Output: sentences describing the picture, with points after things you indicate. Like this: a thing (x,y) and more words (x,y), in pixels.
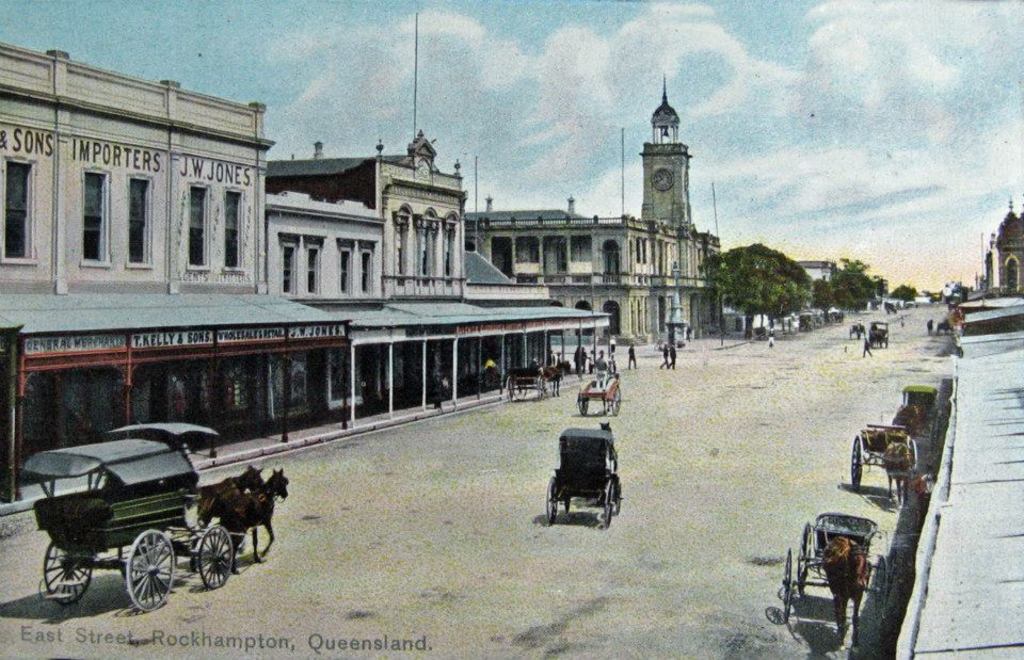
In the center of the image (541,375) we can see a few horse drawn carriages (548,507) on the road (533,484). At the bottom left side of the image (285,644), we can see some text (272,639). In the background (339,131), we can see the sky (619,40), clouds (810,75), buildings (210,294), trees (777,273), few people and a few other objects (682,322).
